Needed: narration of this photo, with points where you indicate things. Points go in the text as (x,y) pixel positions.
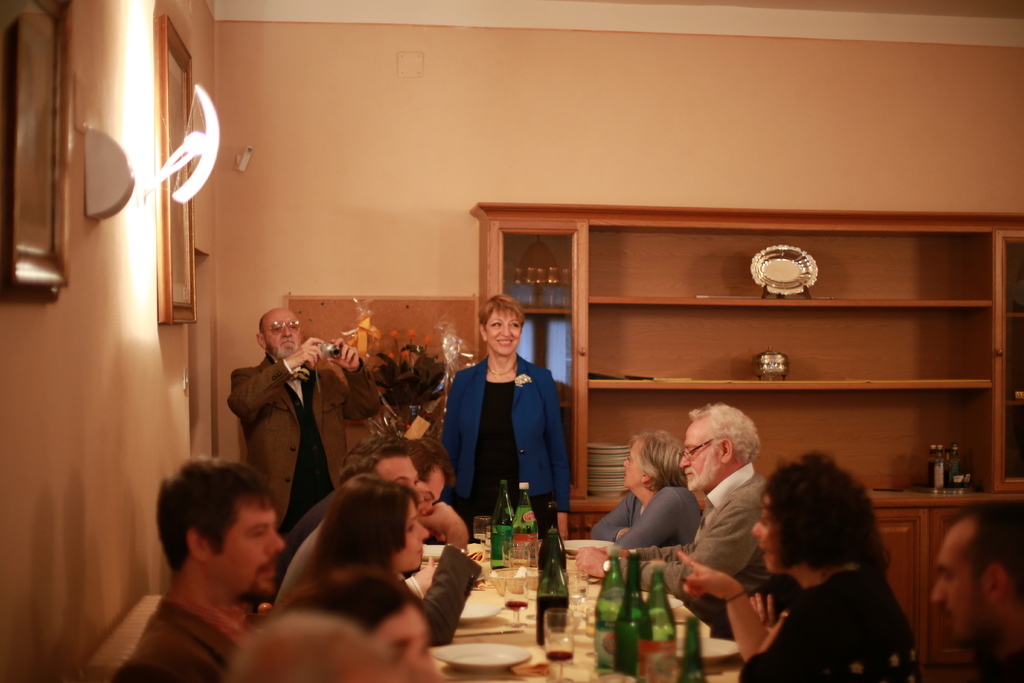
In this picture there are some people (404,517) sitting in the chairs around the table (500,639) on which some bottles (560,605) glasses (524,593) and plates (471,605) were placed. There are two members (517,382) standing and a guy (265,415) is taking a photograph with a camera (329,354) in his hand (343,358). In the background (601,322) there is a shelf (706,333) and a wall (562,169) here.
